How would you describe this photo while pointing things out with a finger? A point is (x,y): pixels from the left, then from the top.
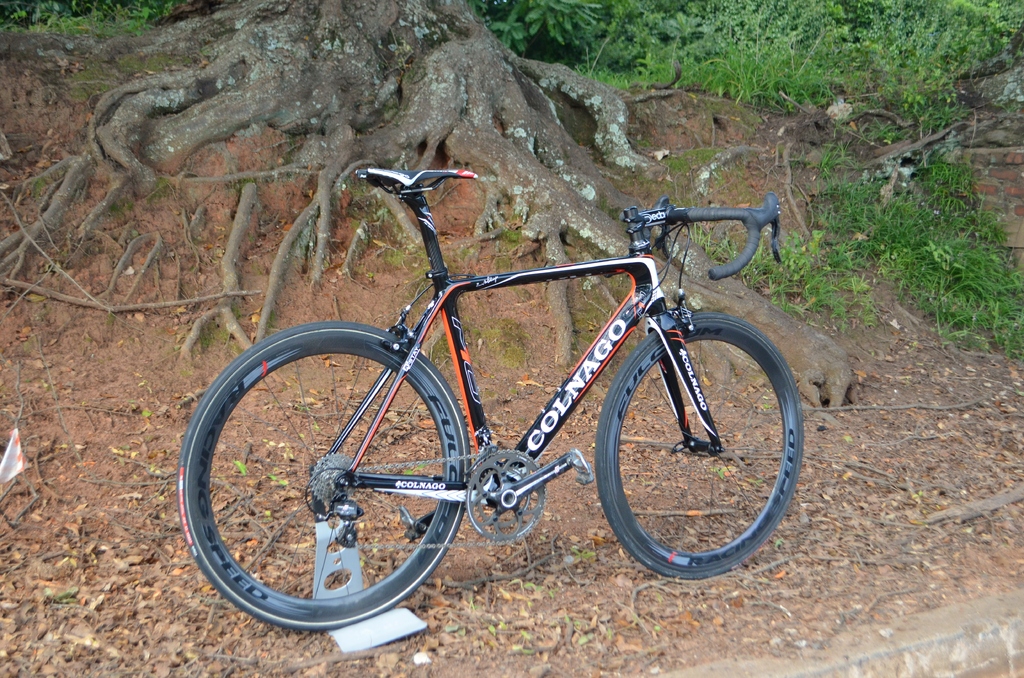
In this picture I can see a bicycle (690,309), there are plants (857,24), grass (825,78), and in the background (528,155) there are roots (422,0) of a tree (572,132).
